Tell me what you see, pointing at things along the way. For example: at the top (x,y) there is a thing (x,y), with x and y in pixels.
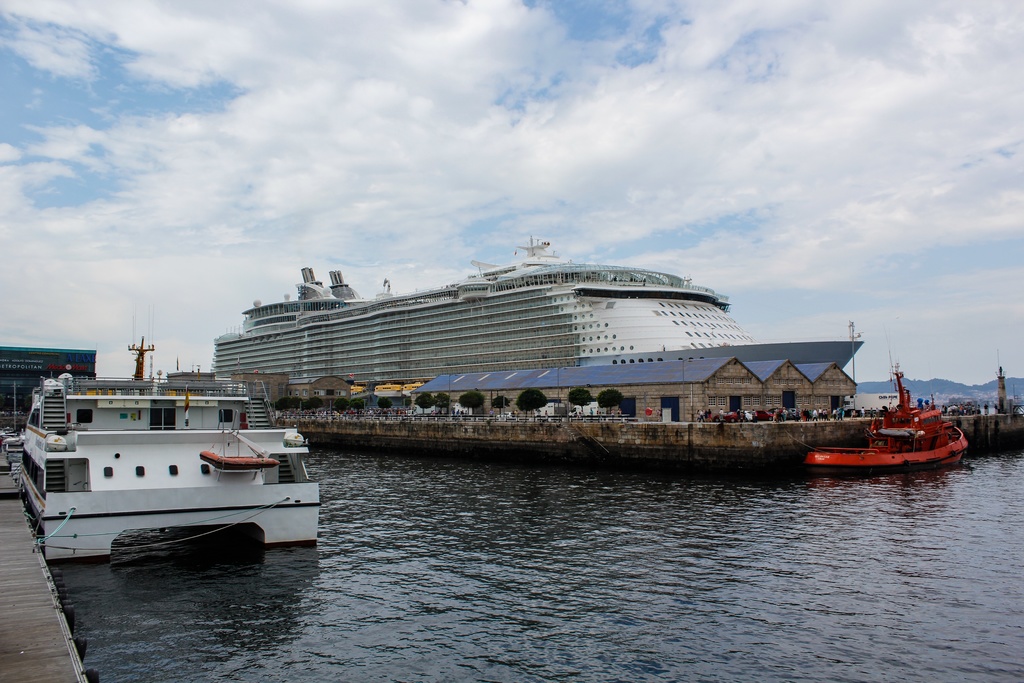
In this picture I can observe a ship (446,331) near the dock (460,417). I can observe white and red color boats (162,449) floating on the water (460,544). In the background (642,142) there are hills (969,389) and sky (484,119) with some clouds (550,145).
